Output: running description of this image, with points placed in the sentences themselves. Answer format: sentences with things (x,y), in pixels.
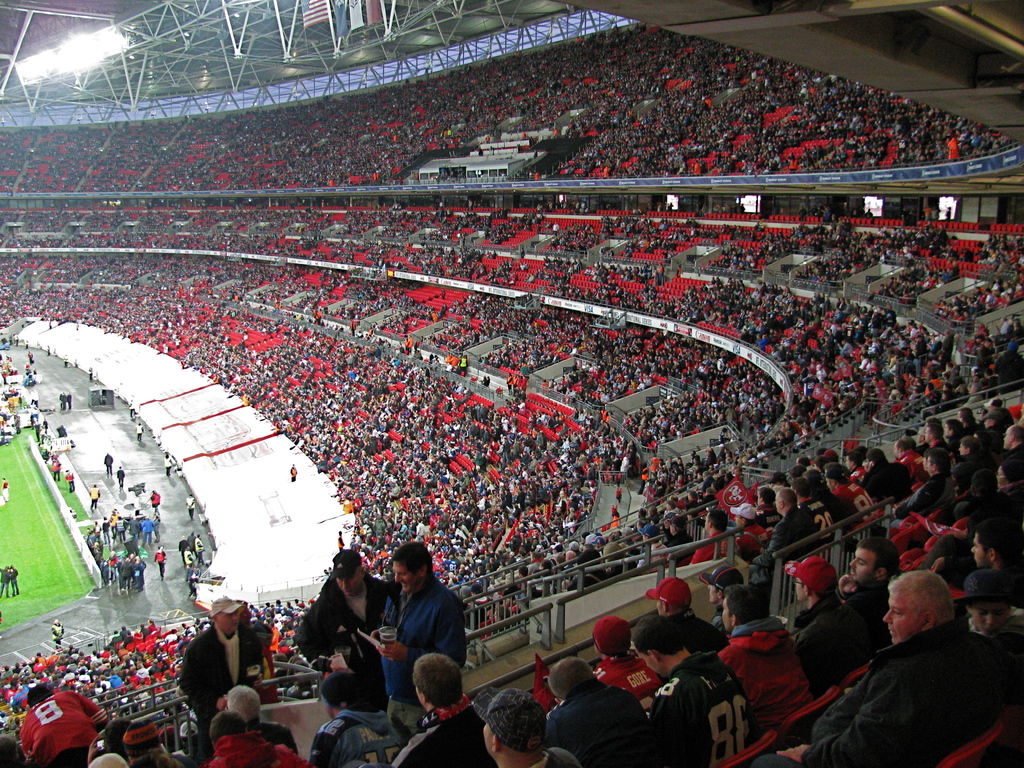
In this image we can see a group of persons (495,357) in the stadium (654,236). On the left side (12,369) there are many people (162,558) on the ground (74,486). At the top (330,88) we can see the roof (203,75), lights (113,32) and flags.
